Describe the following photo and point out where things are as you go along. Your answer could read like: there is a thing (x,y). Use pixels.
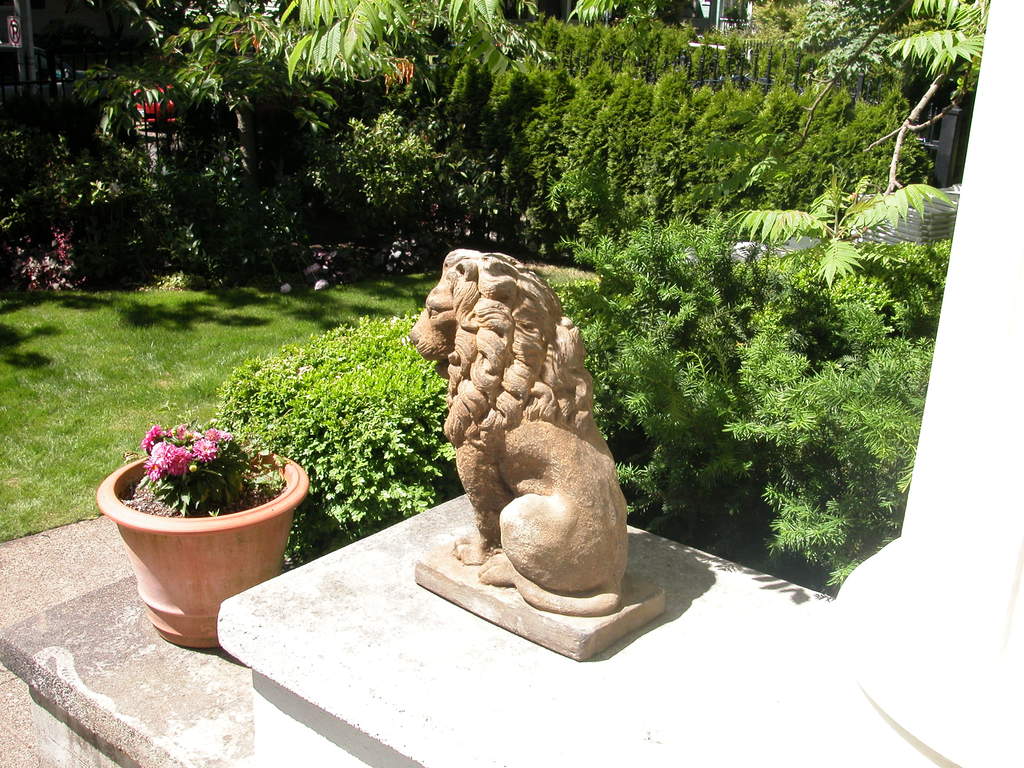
In this image there is a statue (524,462) on the floor (599,678). Right side (944,416) there is a pillar (971,435). Left side (151,563) there is a pot (167,540) having a plant (189,488). Behind there are plants (329,330) on the grassland (180,386). Left side there is a fence (74,85). Behind there are vehicles (15,72) on the road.
